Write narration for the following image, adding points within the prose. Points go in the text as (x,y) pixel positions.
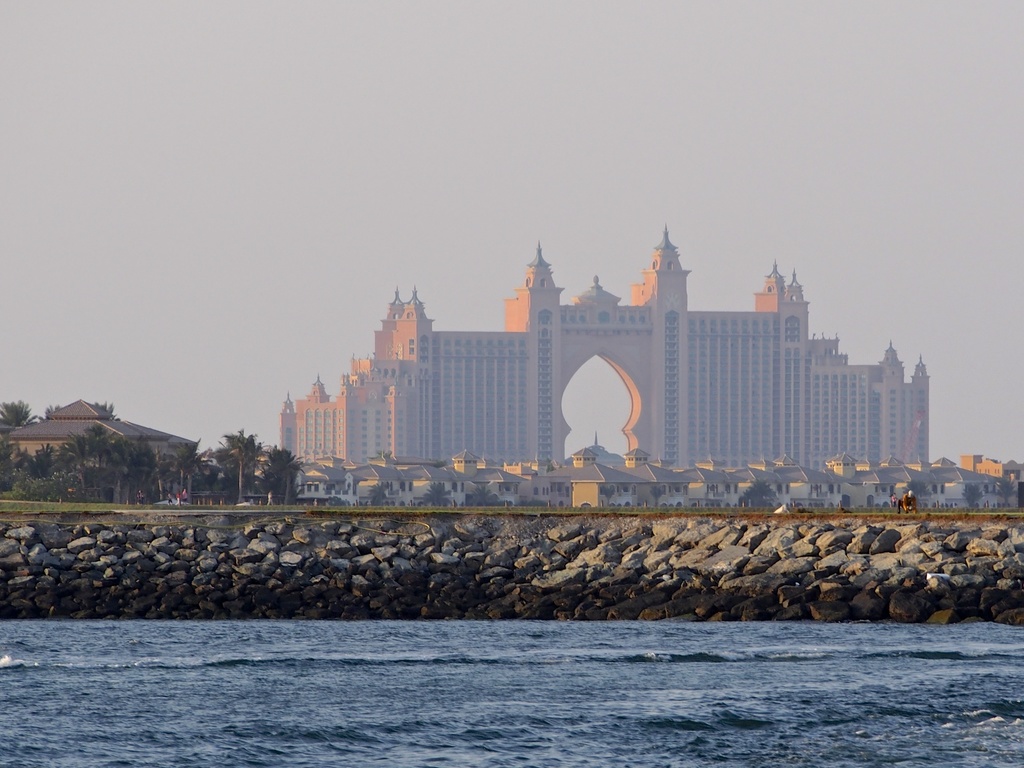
In this picture we can see some houses (342,484), buildings (469,436), trees (262,483) and we can see the water flow (376,677).
